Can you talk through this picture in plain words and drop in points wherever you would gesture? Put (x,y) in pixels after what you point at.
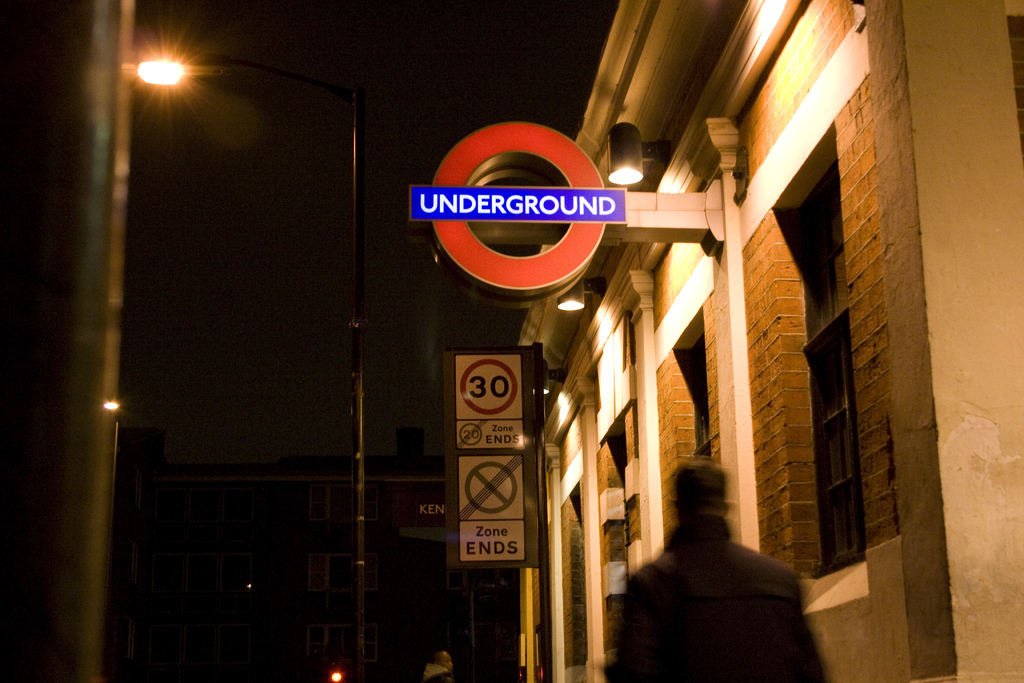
In this image on the right side (873,227) there is a building (763,185), and there are some boards (515,402) and one person (700,580) is walking and there are windows (818,258), lights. And in the background (172,498) there are buildings (310,522), pole (361,516), street light (153,78) and some lights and some objects (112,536).
